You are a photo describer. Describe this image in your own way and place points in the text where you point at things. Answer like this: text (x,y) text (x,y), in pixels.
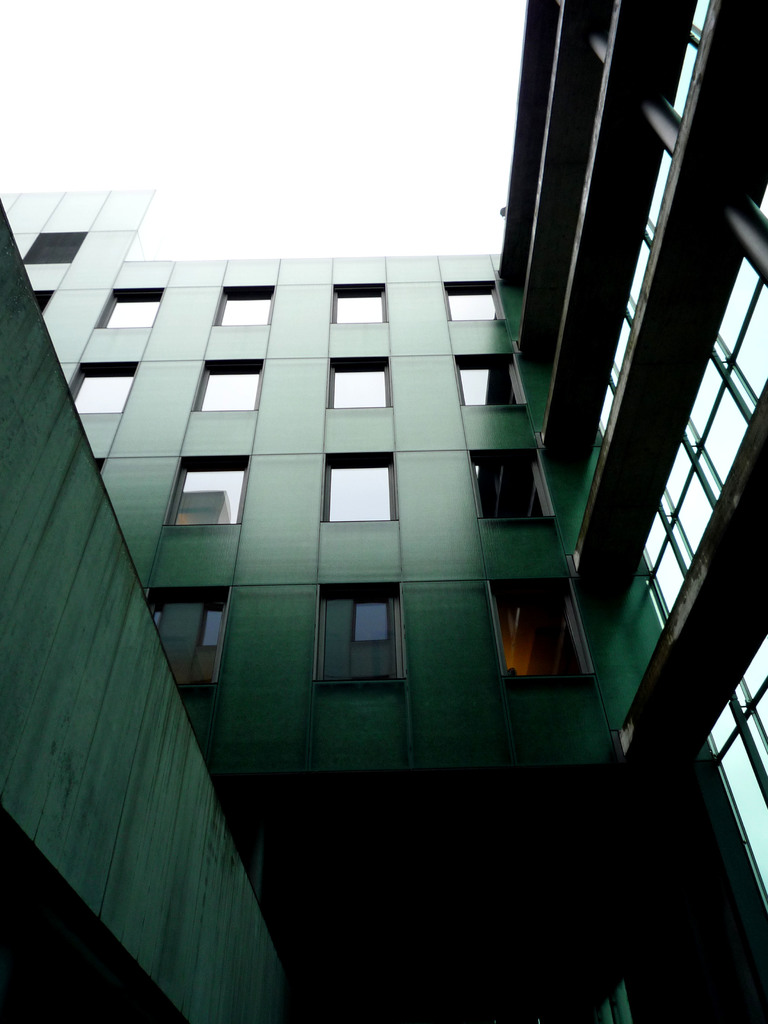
In this picture there is a green color building (334,690) which has few glasses (207,517) in between it.
